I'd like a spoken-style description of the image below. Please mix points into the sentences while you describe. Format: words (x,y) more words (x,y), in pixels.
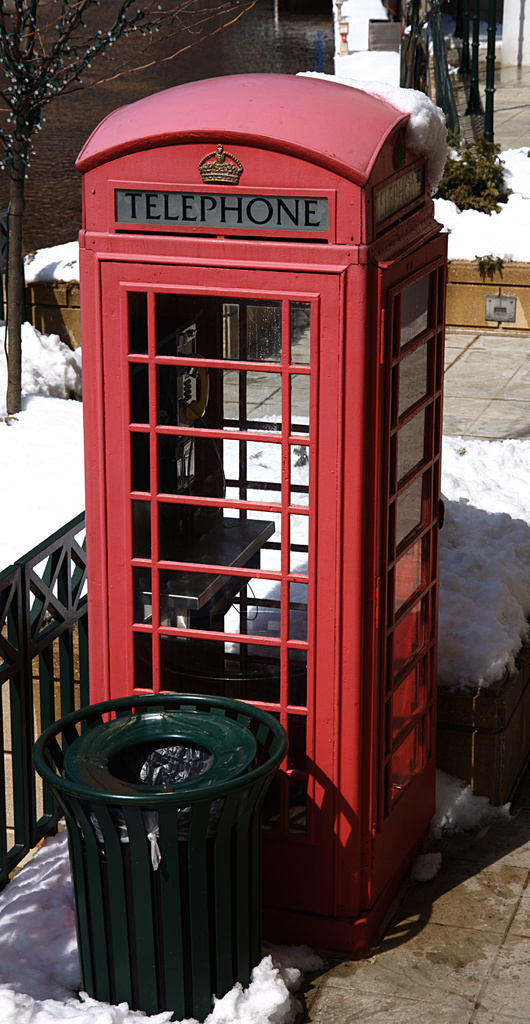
In the image we can see a telephone booth (317,428), garbage bin (265,787), fence (17,663), snow (41,462), footpath (496,910), plant (487,161) and tree (57,80).
